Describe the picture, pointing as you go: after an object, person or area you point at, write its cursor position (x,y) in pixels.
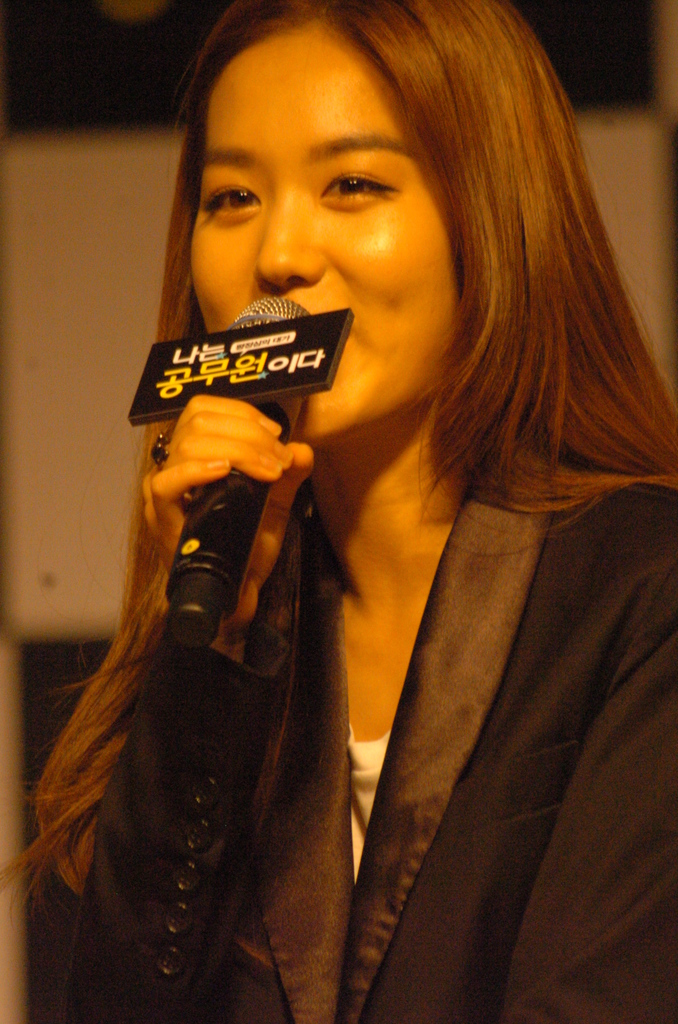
In this image I can see a woman (395,599) holding a mike (216,485) in her hands (215,408) and it seems like she's speaking something.
